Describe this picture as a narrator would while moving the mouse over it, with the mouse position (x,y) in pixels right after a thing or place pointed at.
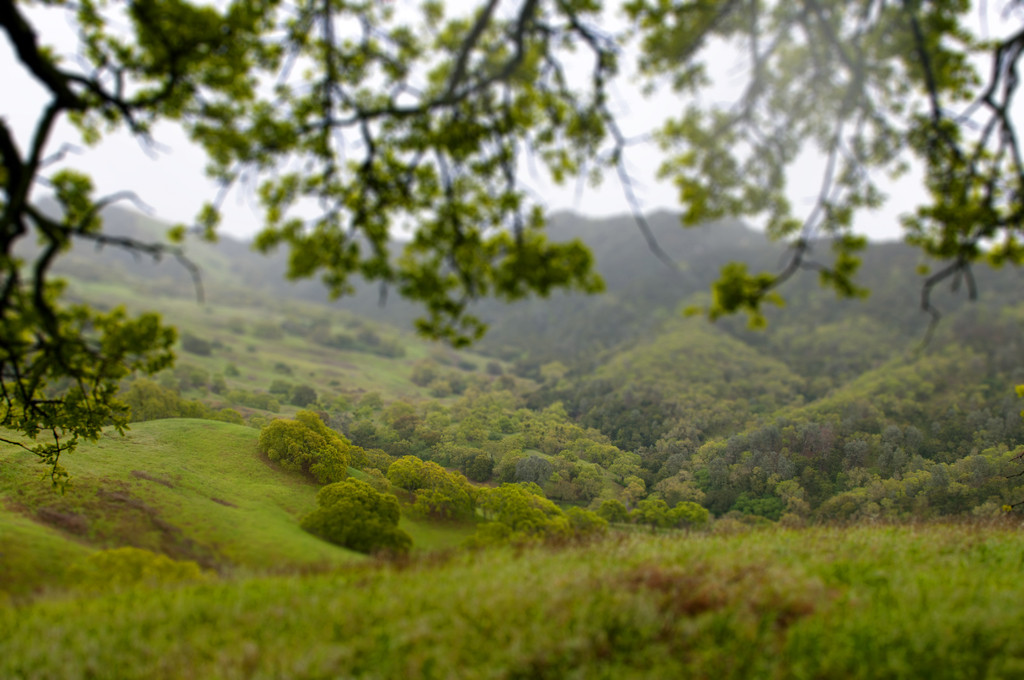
In this image, I can see the trees (547,462) with branches (547,251) and leaves (373,182). I think these are the hills (676,337). At the bottom of the image (756,585), I think this is the grass (580,618), which is green in color.
